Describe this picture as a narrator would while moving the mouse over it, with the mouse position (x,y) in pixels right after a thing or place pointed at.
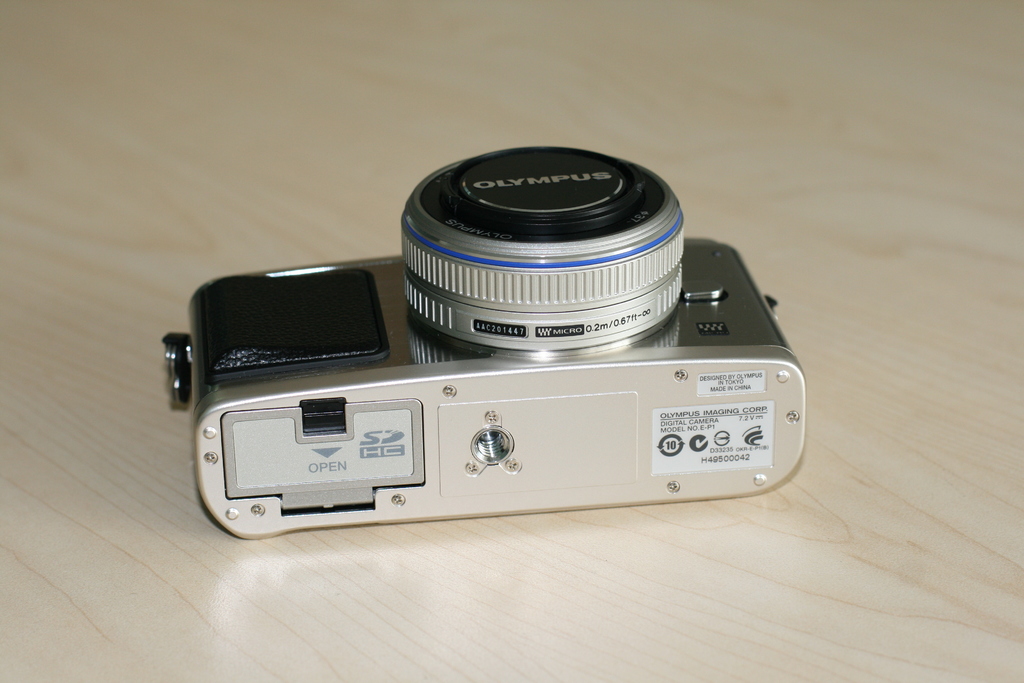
There is a camera (375,388) kept on a table (431,569). It is of black and silver color.
